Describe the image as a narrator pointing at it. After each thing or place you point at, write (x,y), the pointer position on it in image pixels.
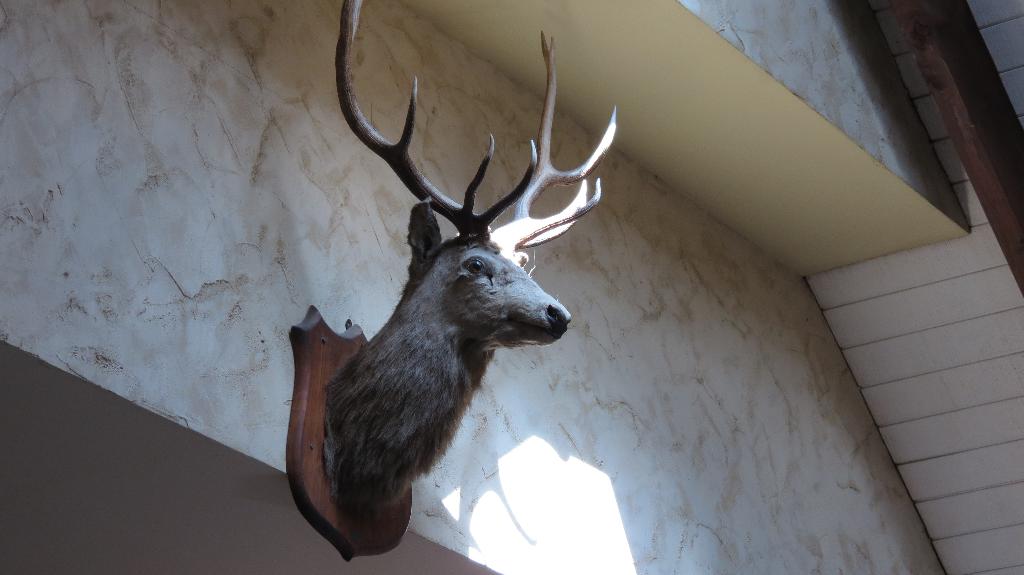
In this picture we can see a wall (273,303), there is a deer mount (479,339) present on the wall (572,232).
